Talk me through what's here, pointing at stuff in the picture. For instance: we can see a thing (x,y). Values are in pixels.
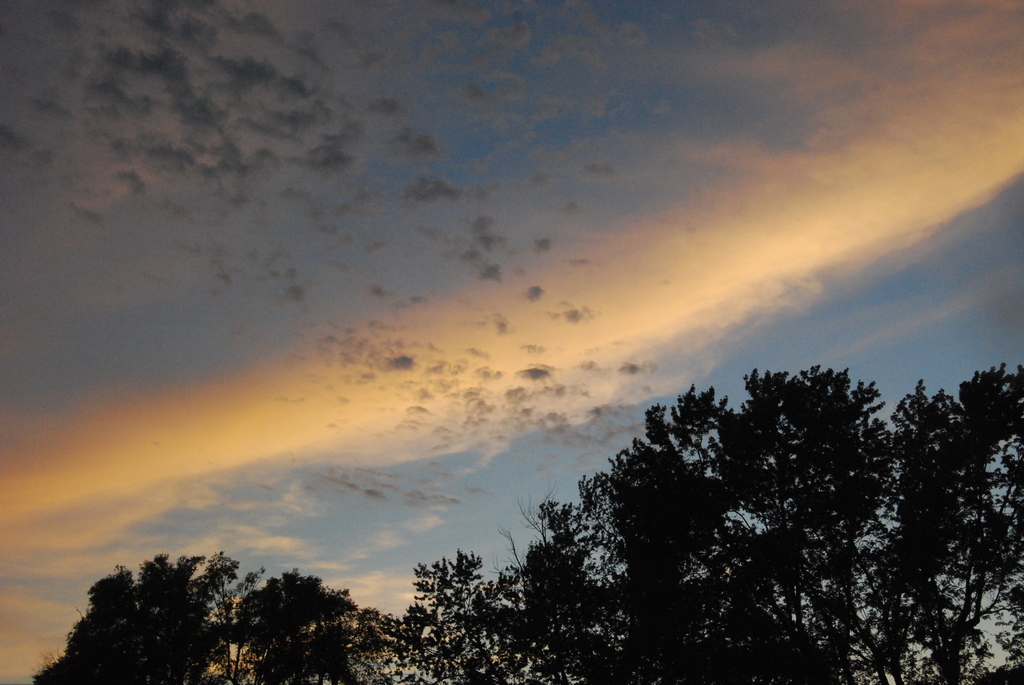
In this image we can see trees (840,454), at the top of the image (237,208) we can see clouds (405,303) in the sky (428,380).
